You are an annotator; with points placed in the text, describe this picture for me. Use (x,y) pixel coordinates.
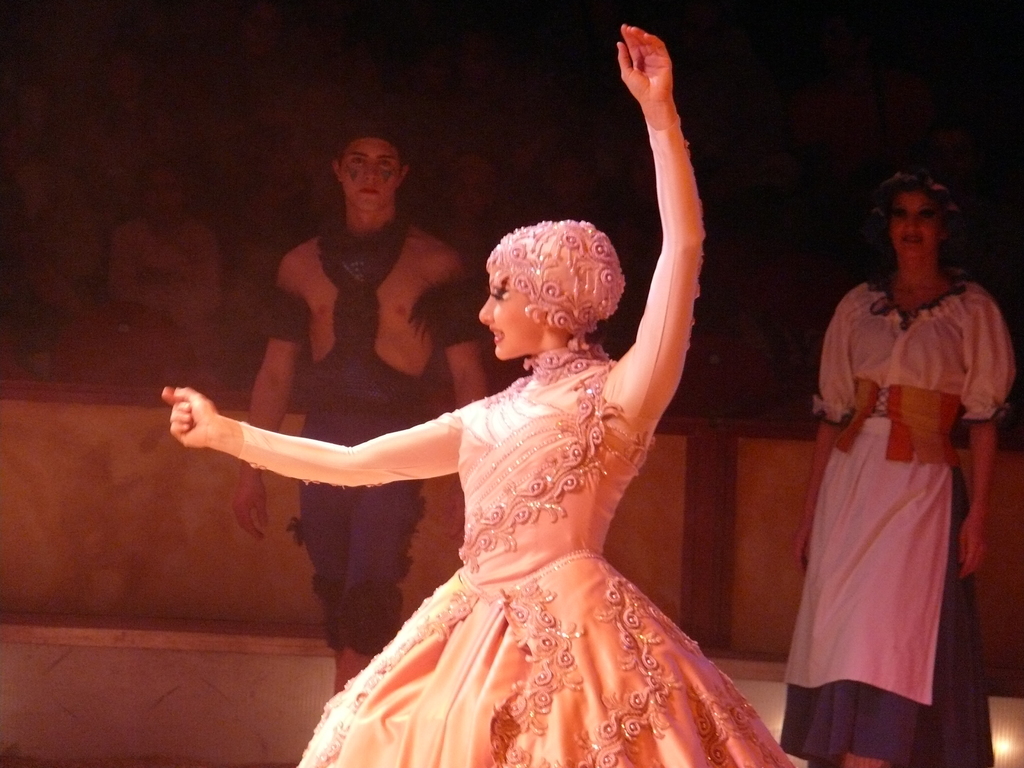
In this image there is a woman (539,524) in the middle (581,493). In the background (355,281) there are two other people (856,319) on either side of her. It looks like it is a dancing woman (585,641).
